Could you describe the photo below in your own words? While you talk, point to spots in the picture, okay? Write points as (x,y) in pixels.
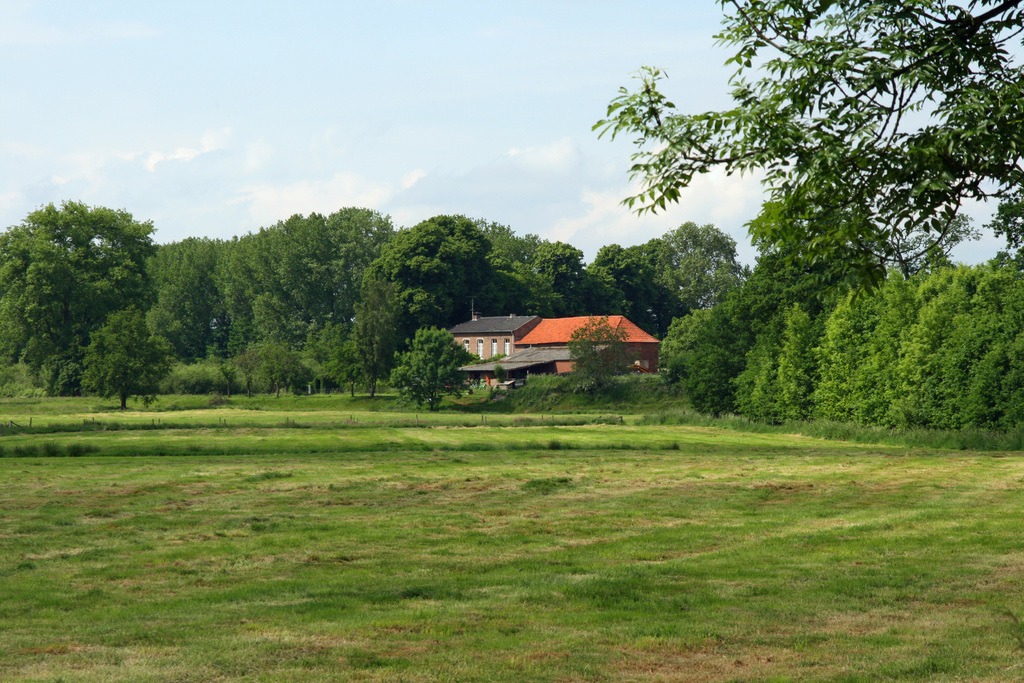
In this picture we can see grass (512,543) at the bottom (536,529), in the background (41,304) there are some trees (29,296) and a house (537,358), we can see the sky (263,117) at the top of the picture (263,110).
